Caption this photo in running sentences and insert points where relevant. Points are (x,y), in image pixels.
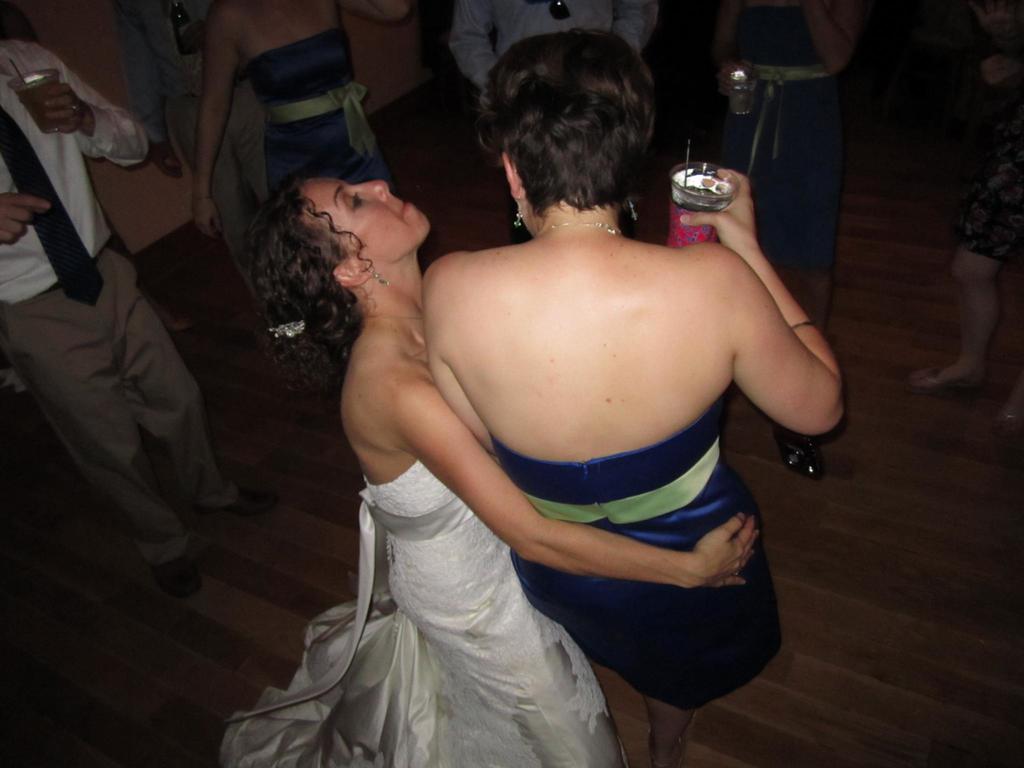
Here I can see few people (494,398) are dancing by holding glasses (712,172) in their hands (744,181). In the foreground (441,366), I can see two women (556,451), one is wearing blue color dress (637,507) and another one is white color dress (454,672). At the bottom of the image (882,595) I can see the floor (897,626).
